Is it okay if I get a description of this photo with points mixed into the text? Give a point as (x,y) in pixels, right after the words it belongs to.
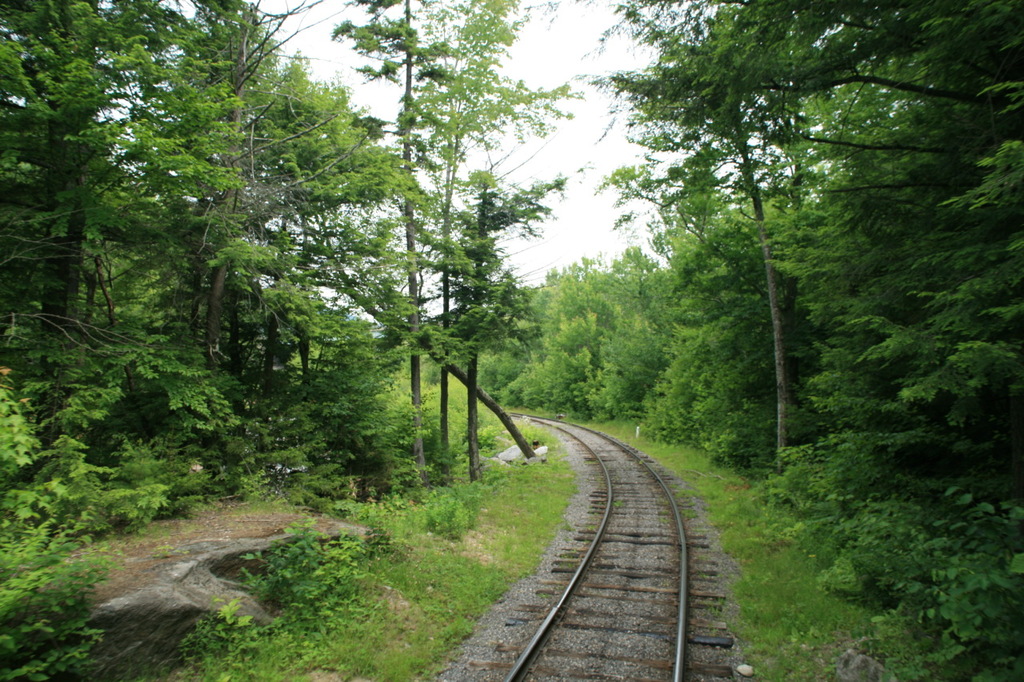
In this picture we can observe a railway track (606,502). There are some plants (400,475) and trees (482,387) on either sides of the track (621,532). In the background (556,161) there is a sky (545,161).
